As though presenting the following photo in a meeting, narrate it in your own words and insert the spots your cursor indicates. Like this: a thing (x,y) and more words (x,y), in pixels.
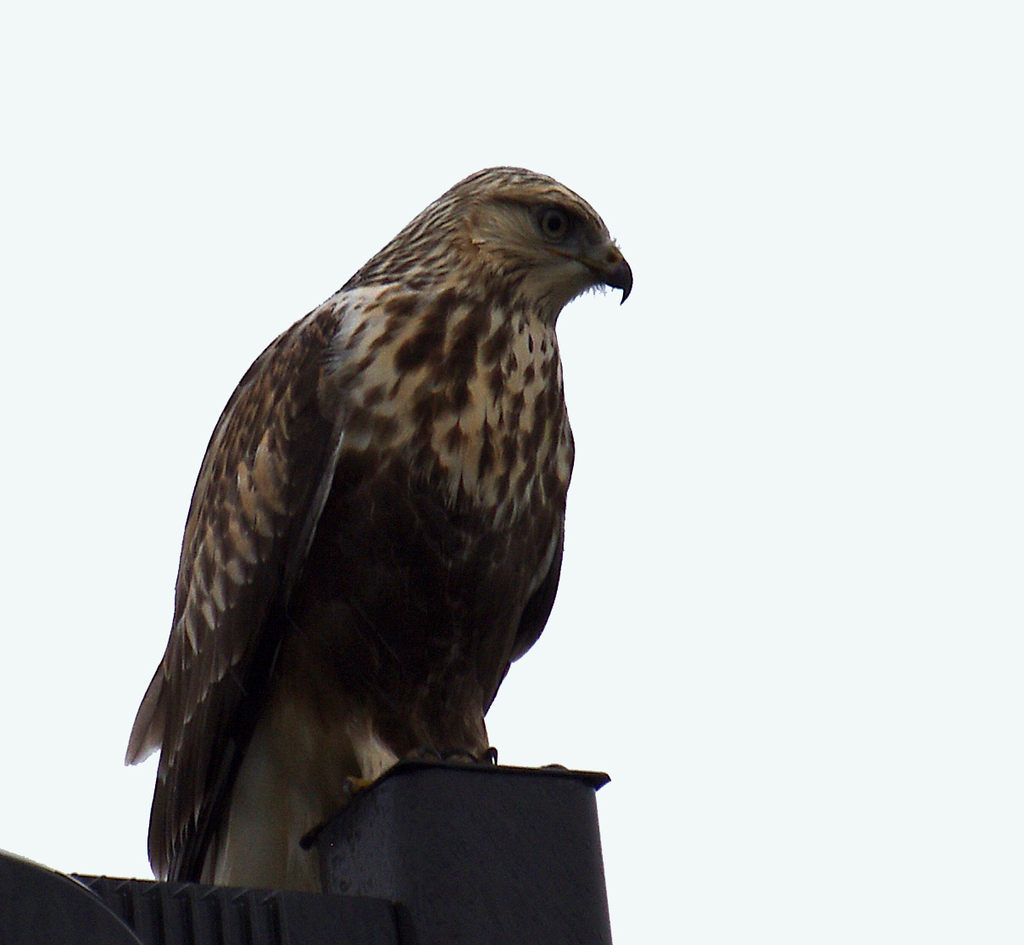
In this image I can see a bird (416,606) which is in cream, black and brown color. It is on the black color object (357,817). And here is a white background (811,659).
